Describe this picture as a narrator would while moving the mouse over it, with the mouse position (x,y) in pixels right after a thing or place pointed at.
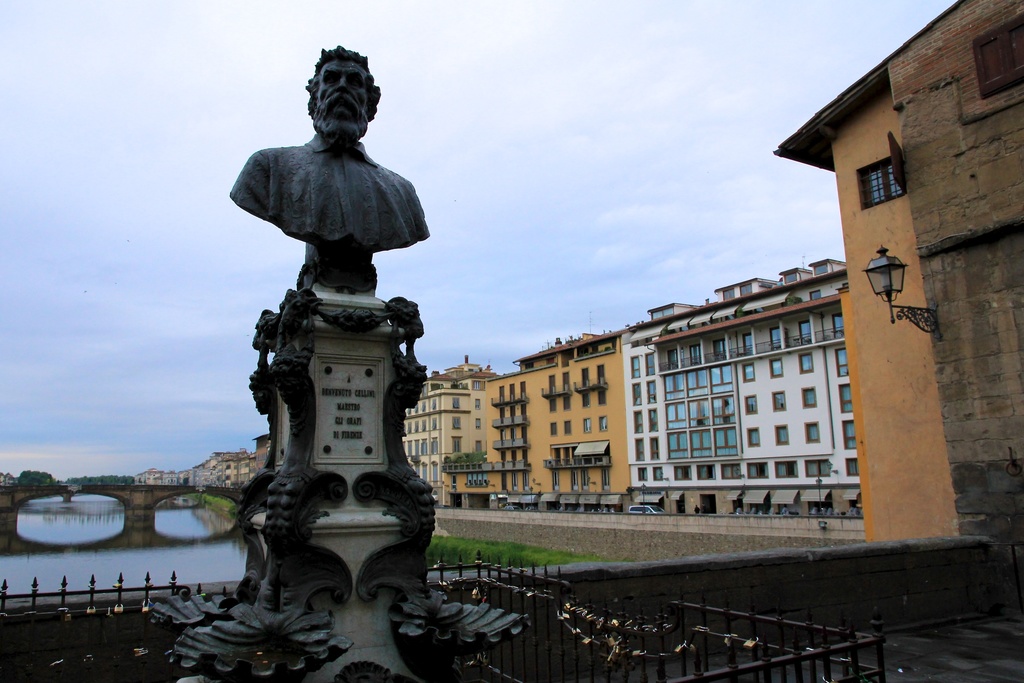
In this picture there is a statue (326,572) in the foreground (324,572). At the back (905,416) there are buildings (813,412) and trees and there vehicles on the road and there is a bridge (53,494). At the top (72,210) there is sky (146,256) and there are clouds (503,142). In the foreground (673,653) there is a railing (620,618).
